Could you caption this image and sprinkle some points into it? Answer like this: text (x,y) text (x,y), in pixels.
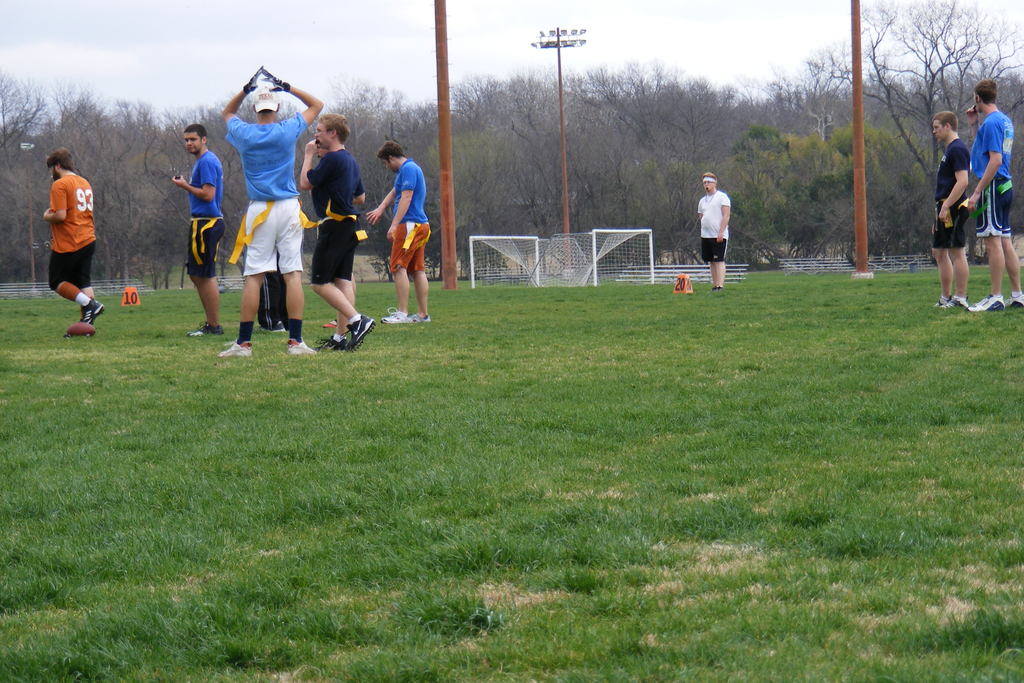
In this image there are group of people (344,225) standing, and some of them are walking. In the background (892,210) there are some trees (902,219), poles (866,228), net (518,252) and some other objects (693,278). At the bottom (146,502) there is grass (995,365), and at the top of the image (453,46) there is sky (334,47).
